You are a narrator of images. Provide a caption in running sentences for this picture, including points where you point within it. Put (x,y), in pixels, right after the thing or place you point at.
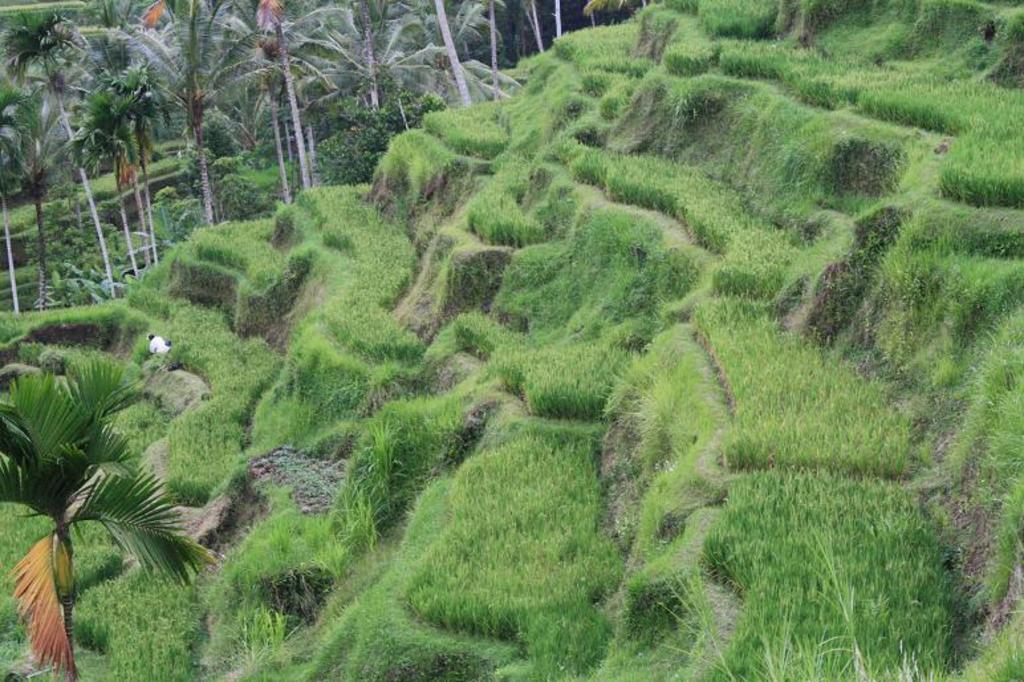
In the image there is a hill (500,285). On the hill (541,332) there are steps (432,412) with grass (461,351). In the bottom left corner of the image (50,572) there is a tree (56,504). In the background (164,122) there are trees (121,143).
